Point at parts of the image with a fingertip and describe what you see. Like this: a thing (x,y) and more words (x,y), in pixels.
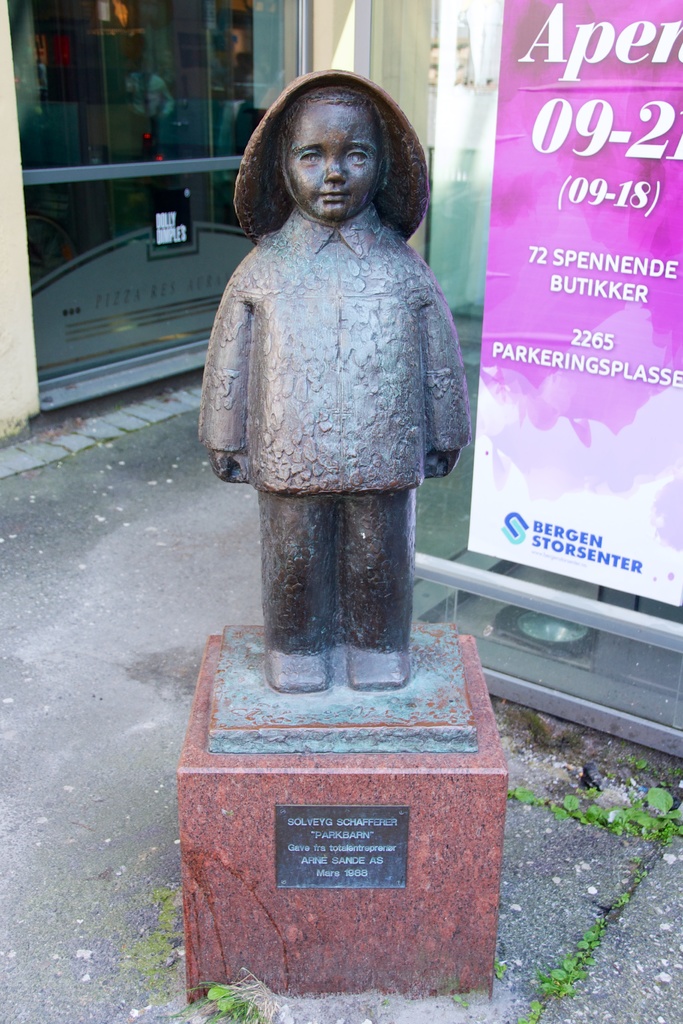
In the center of the image (312,344) there is a statue of a boy (284,521). In the background of the image (129,28) there is glass door (128,119). To the right side of the image (628,81) there is a poster (596,18) on the glass (483,306). At the bottom of the image (668,832) there are plants (668,832) and floor (87,976).
